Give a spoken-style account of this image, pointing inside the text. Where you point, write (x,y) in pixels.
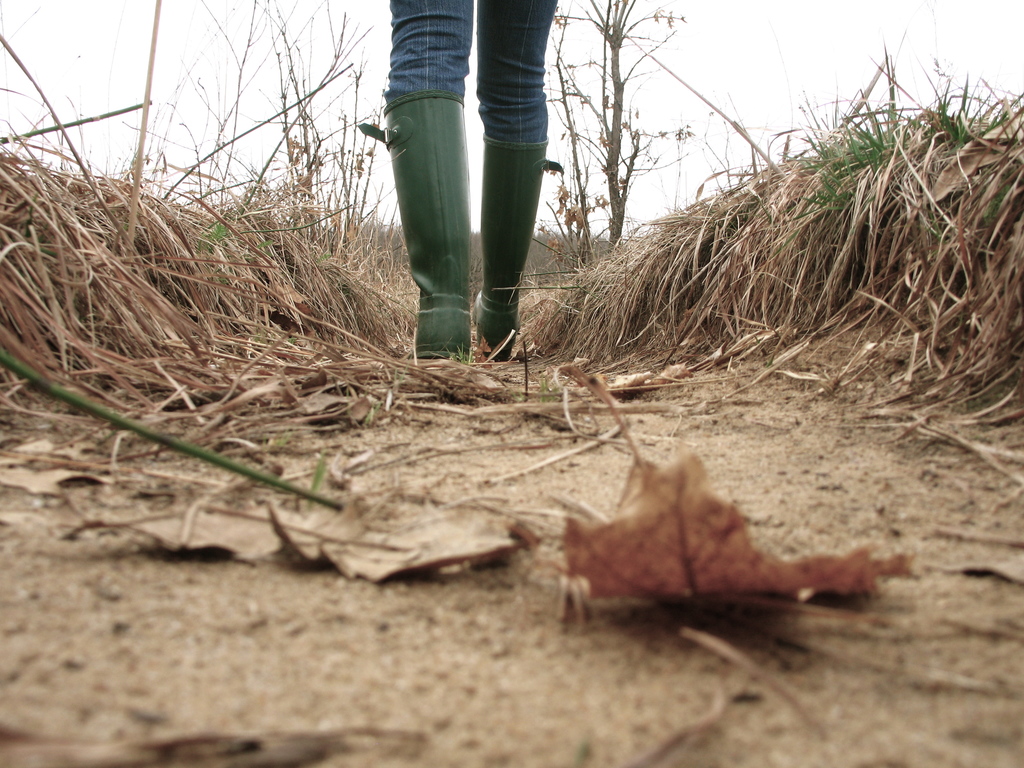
In this picture we can see a person (515,314) standing on the ground (424,715) and in the background (764,95) we can see sky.
